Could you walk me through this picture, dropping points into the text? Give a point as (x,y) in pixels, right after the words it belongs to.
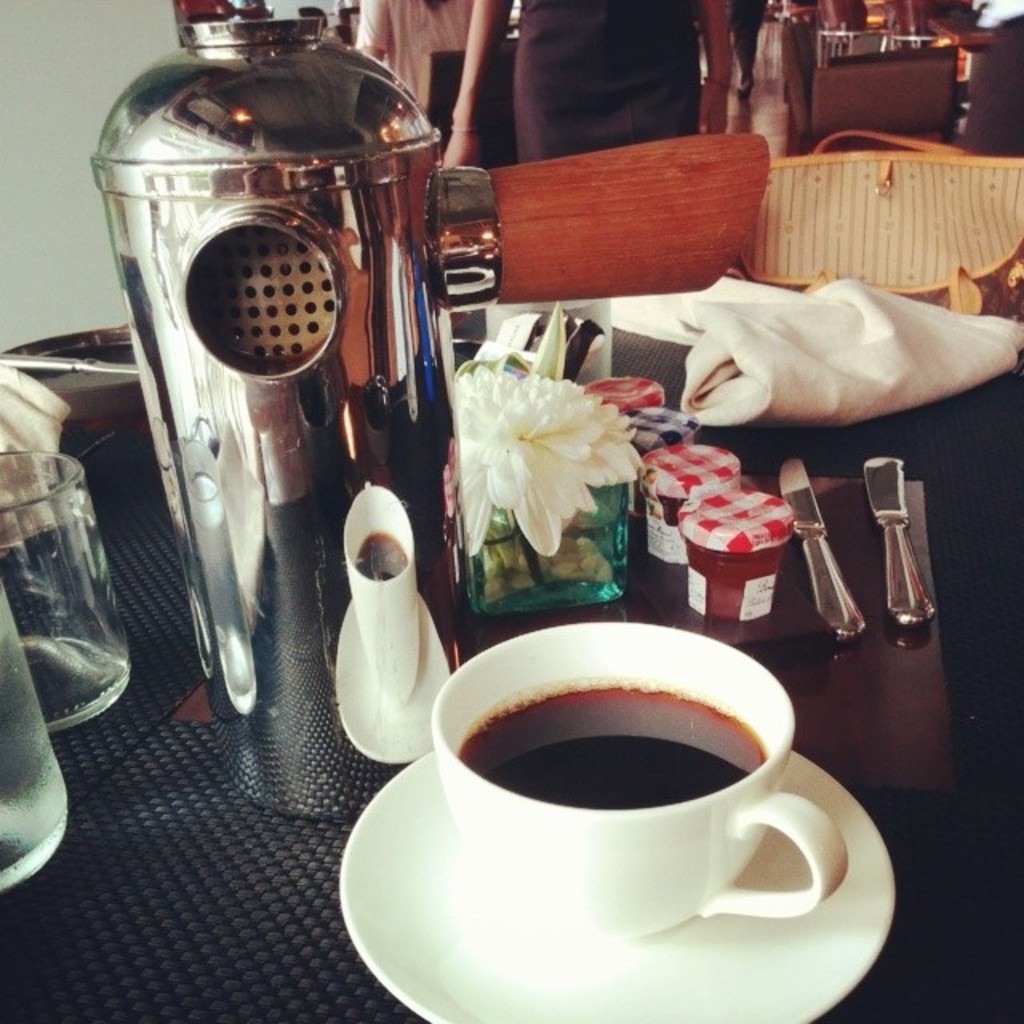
In this picture we can see table (724,641) and on table (162,652) we have cup (457,796) with drink (647,778) in it, saucer (463,948), flowers (475,553), bottles (709,521), knife (829,597), cloth (793,326), glass (76,499), bag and in background (446,49) we can see some people (568,50) standing, wall (46,66).
